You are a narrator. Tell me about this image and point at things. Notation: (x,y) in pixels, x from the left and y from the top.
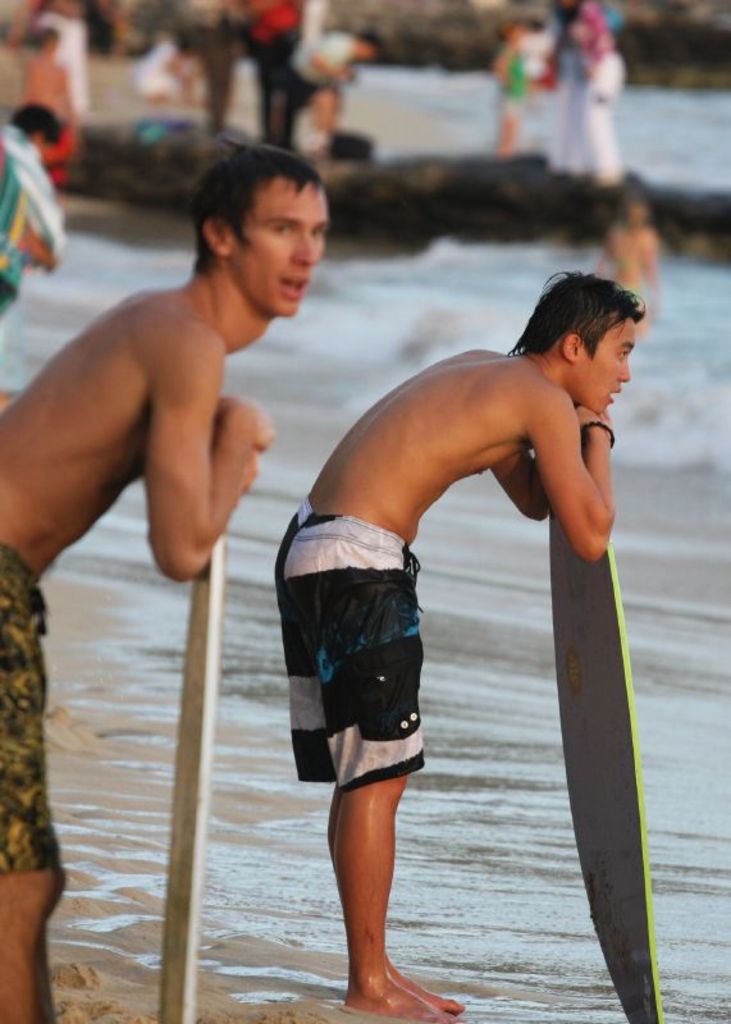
Two guys (399,979) holding boards (628,982) and standing near the beach (347,973).
